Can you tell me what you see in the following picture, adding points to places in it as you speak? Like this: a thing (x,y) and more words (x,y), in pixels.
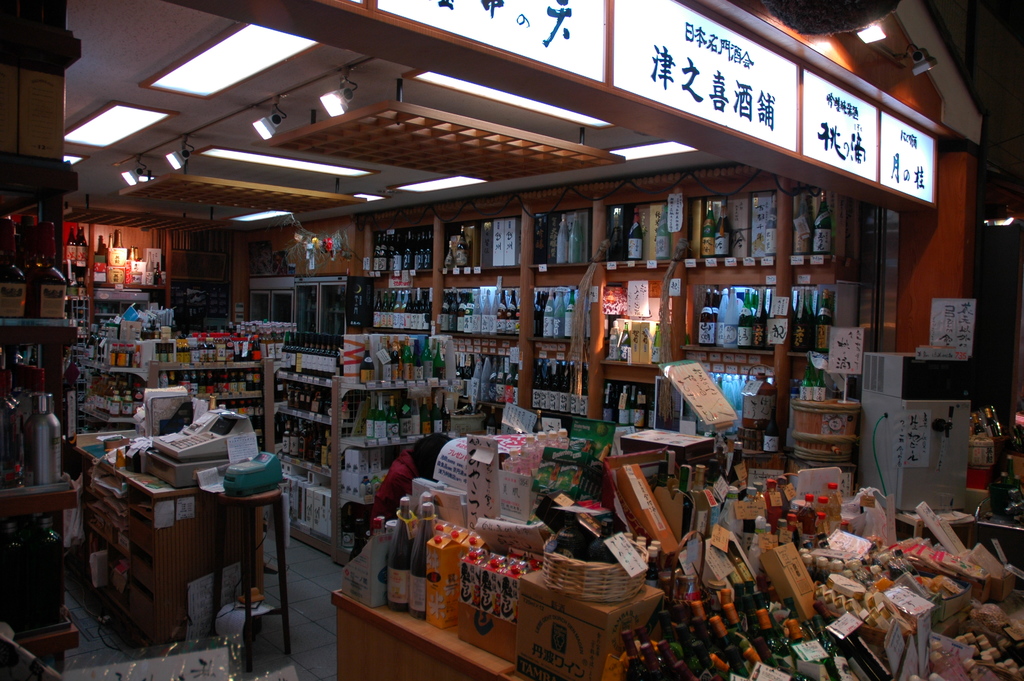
The picture looks like it is taken inside a wine store (230,397). In the image we can see various bottles (66,308) in the shelves (144,356) and racks (60,344). On the left (191,500) we can see stool (241,506), table (128,543), papers (204,473) and a machine (189,470). At the top (376,107) we can see light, ceiling (487,113) and a board (770,98).
